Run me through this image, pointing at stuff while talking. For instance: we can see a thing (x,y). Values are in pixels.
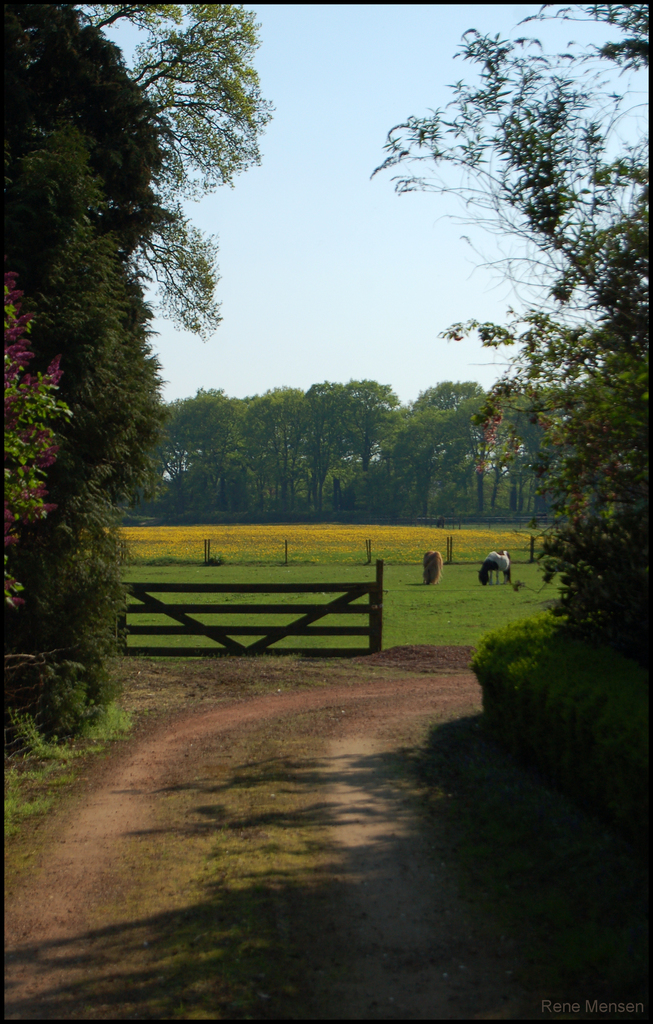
In this picture there are trees (622,579). In the foreground (322,587) there is a wooden railing (334,655) and there are animals (430,579) standing on the grass (427,642). At the top (376,280) there is sky (303,337). At the bottom (632,822) there is grass (614,871) and there is ground (383,919) and there are plants (627,834).
